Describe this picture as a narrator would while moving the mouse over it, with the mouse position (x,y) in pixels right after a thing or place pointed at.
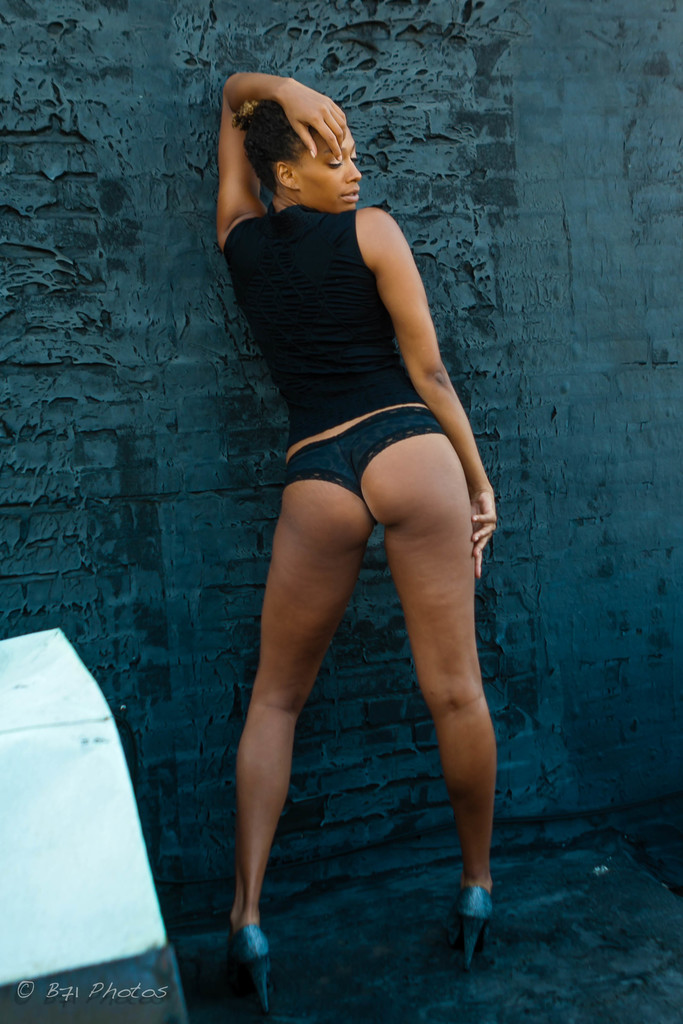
In this image there is a woman (270,587) standing. She is wearing a black top (355,363). Left side (22,880) there is an object (114,816) on the floor (304,941). Background (614,201) there is a wall (376,652).
